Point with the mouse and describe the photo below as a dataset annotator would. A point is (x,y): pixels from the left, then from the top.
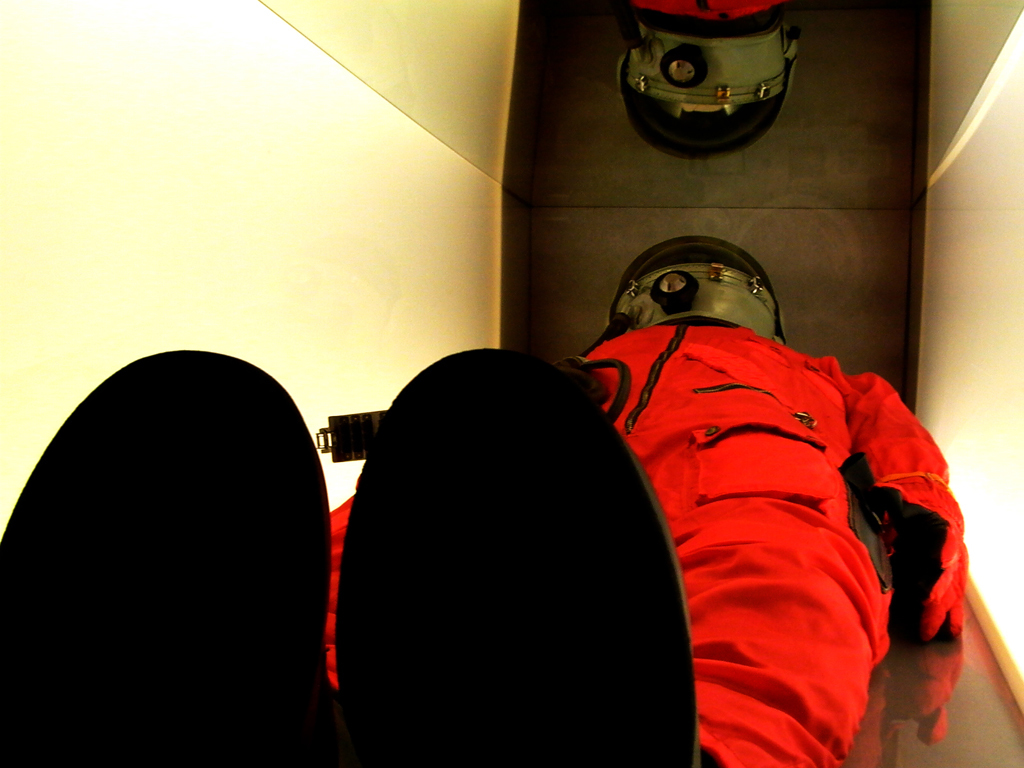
In this picture we can see a person (509,448) in the room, and the person (697,514) wore a red color suit (753,484).
